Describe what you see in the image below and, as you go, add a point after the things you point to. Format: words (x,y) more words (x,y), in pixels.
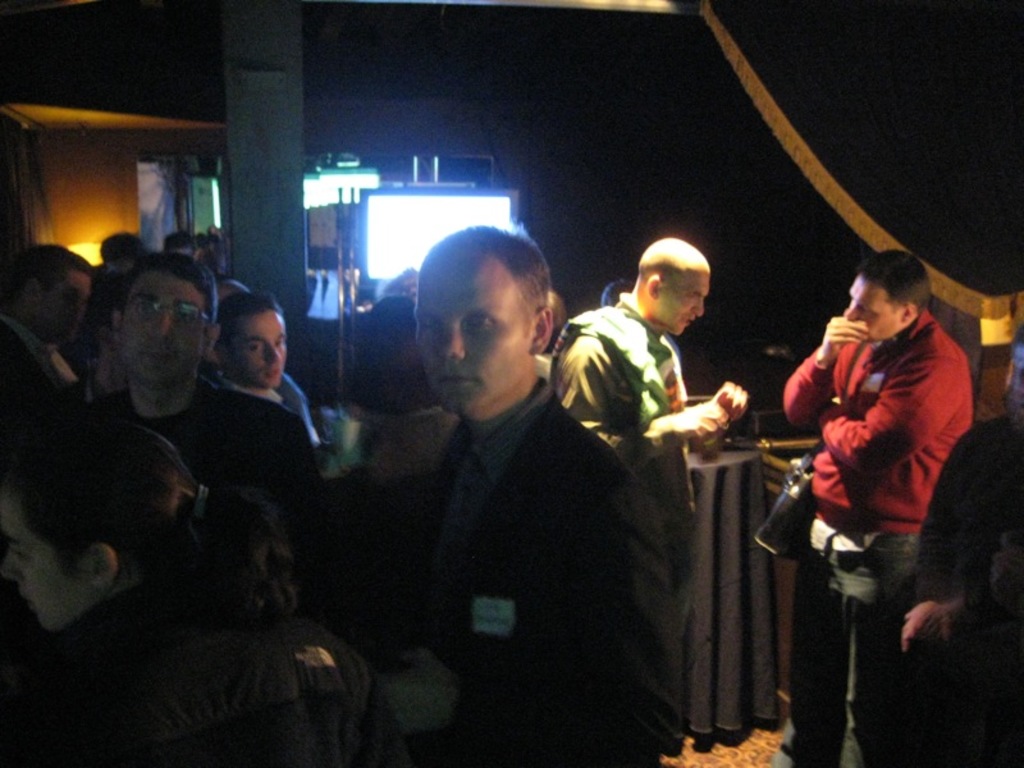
In this picture there are group of people (676,286) standing. At the back (151,223) it looks like a screen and there might be a door (207,223). In the middle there is a table (742,605). At the bottom (708,755) there is a mat (723,751).
